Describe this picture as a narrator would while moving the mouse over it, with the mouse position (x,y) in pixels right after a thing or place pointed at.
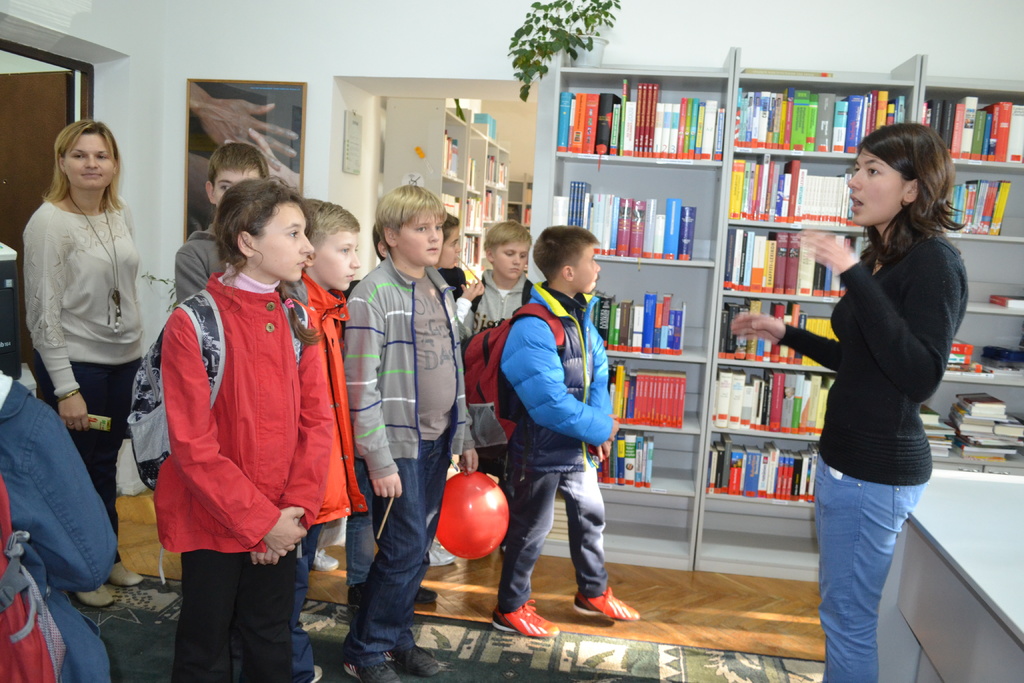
There are few kids (295,360) standing on the floor (314,606) and there are two women (79,162) standing on the floor (683,596) where one is on the left (72,349) and the other is on the right (885,202) and there are books (785,219) on the bookshelves (609,256) and a house plant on a rack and we can see a door (21,145) on the left (34,145) and there is an object (354,158) on the wall (343,150) and we can also see books (449,164) on the bookshelves (480,179) in another room (484,157) and on the right (976,554) at the bottom corner (951,569) we can see a table (943,551).
